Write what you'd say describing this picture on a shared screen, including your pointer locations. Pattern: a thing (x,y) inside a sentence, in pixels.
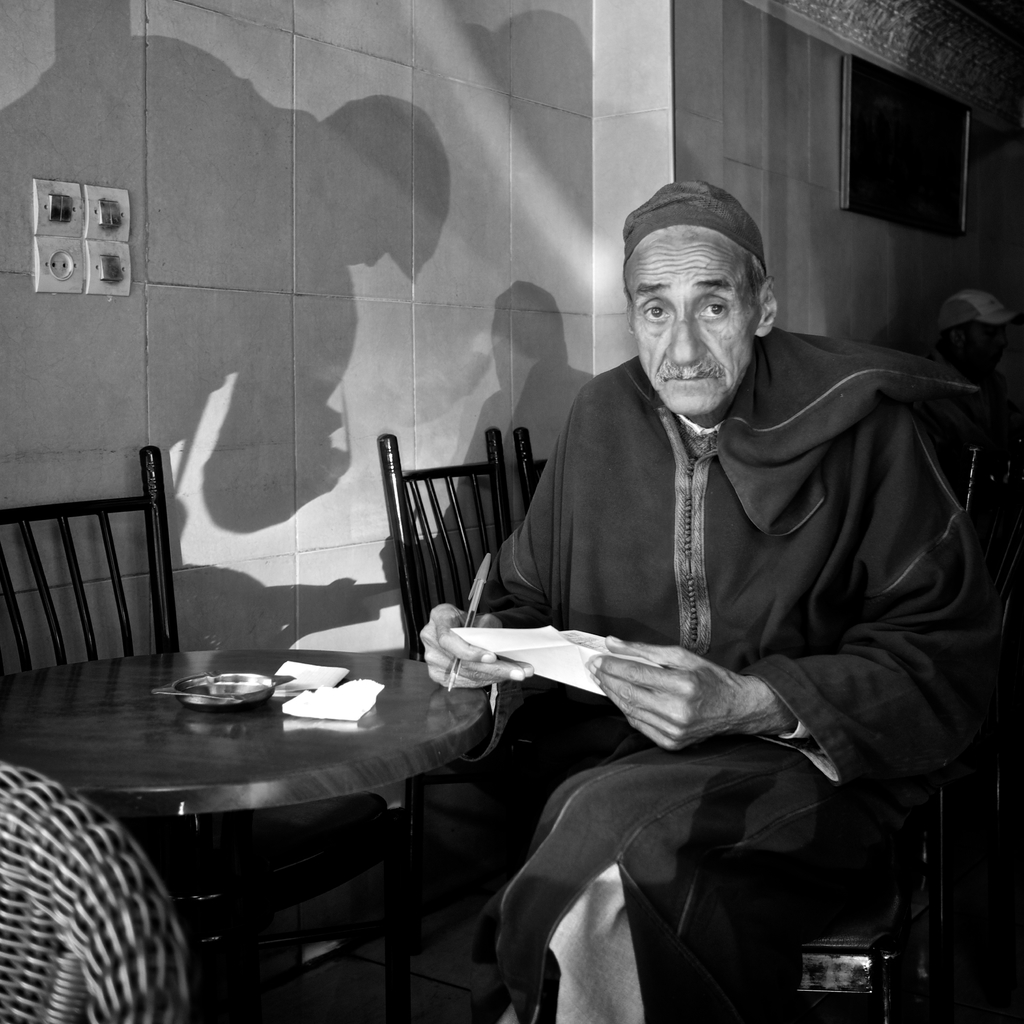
In this image we can see a person (724,563) sitting on the chair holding a paper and a pen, there we can see few chairs (426,518), a table (272,761), there we can see a plate (214,707) and papers (310,694) on the table (304,752), there we can also see a wall (148,299) with switchboard (67,250), shadows (148,364) of a few persons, and a board (894,150) attached to the wall (384,316).
